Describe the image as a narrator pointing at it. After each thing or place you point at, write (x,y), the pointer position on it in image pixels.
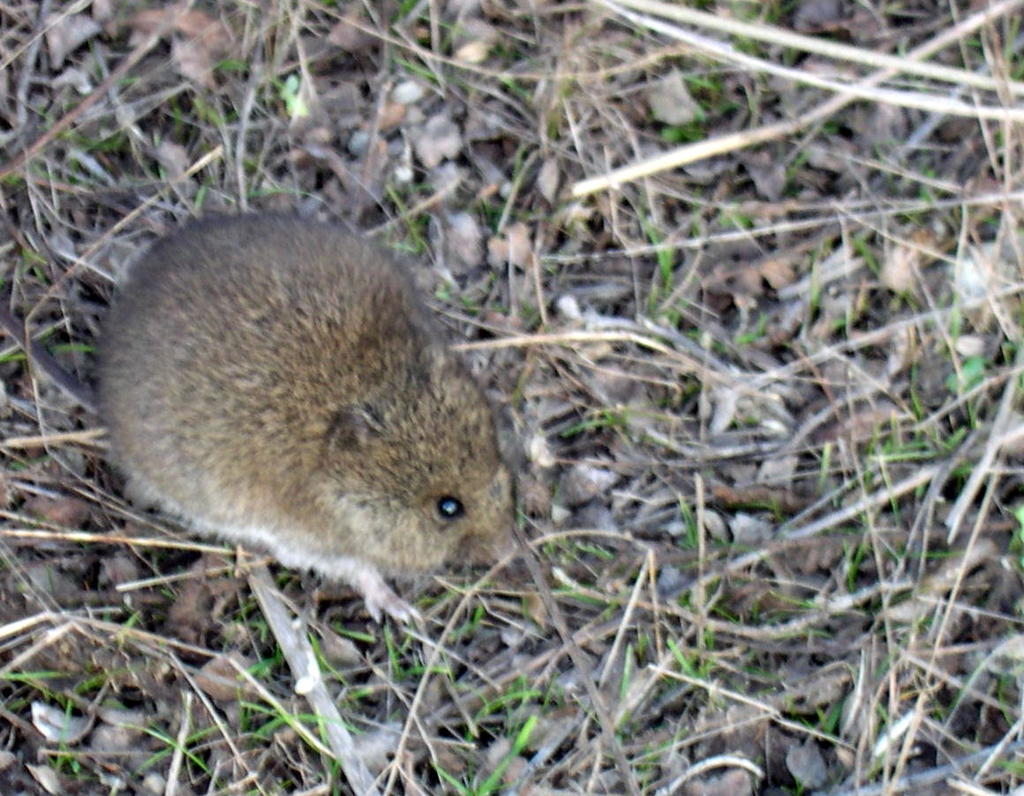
In this image we can see an animal (325,465). Around the animal (402,541) we can see stones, twigs (210,550) and the grass (434,598).
